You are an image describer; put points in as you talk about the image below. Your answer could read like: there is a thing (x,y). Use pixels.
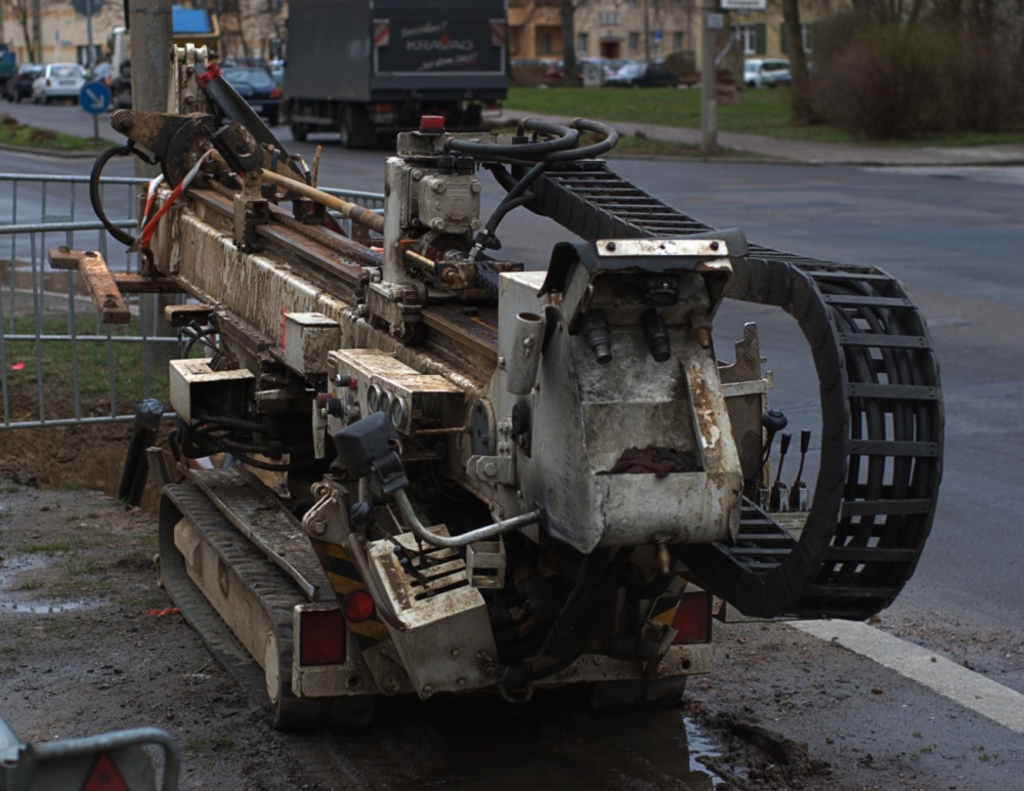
In this image in the foreground (464,439) there is one vehicle (534,543), and at the bottom (841,787) there is road (792,396) on the left side (70,292) there is a railing (81,226), grass (70,377) and pole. And in the background (664,82) there are a group of vehicles (444,81), trees (803,92), buildings (628,37), plants (894,90) and grass (75,133).
